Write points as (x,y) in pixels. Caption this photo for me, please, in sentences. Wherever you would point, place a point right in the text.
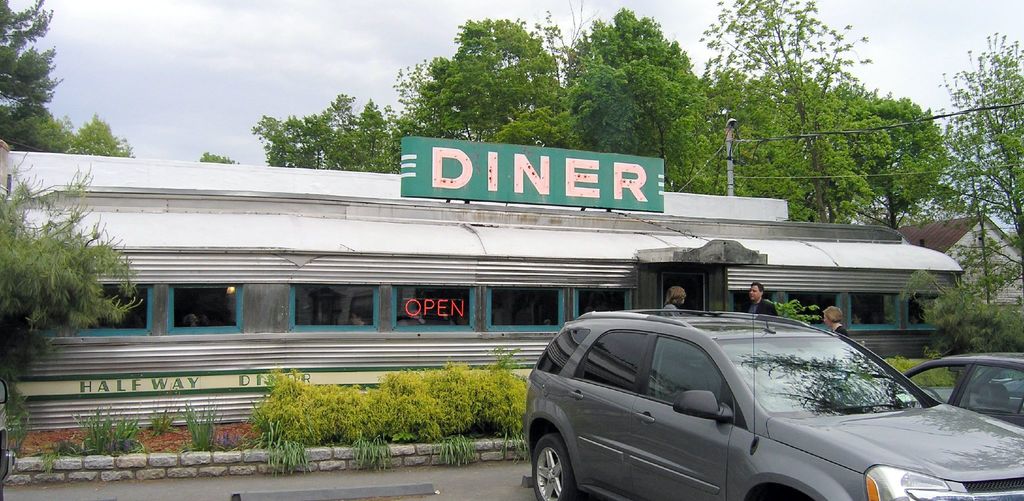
In this image, there are few people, vehicles (882,393). We can see the ground (509,496). We can see some grass (519,449), plants (315,412), trees (60,215). There are a few houses (290,208). We can see a board (551,183) with some text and a pole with some wires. We can see some glass (460,307) with text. We can see the sky (278,101).
